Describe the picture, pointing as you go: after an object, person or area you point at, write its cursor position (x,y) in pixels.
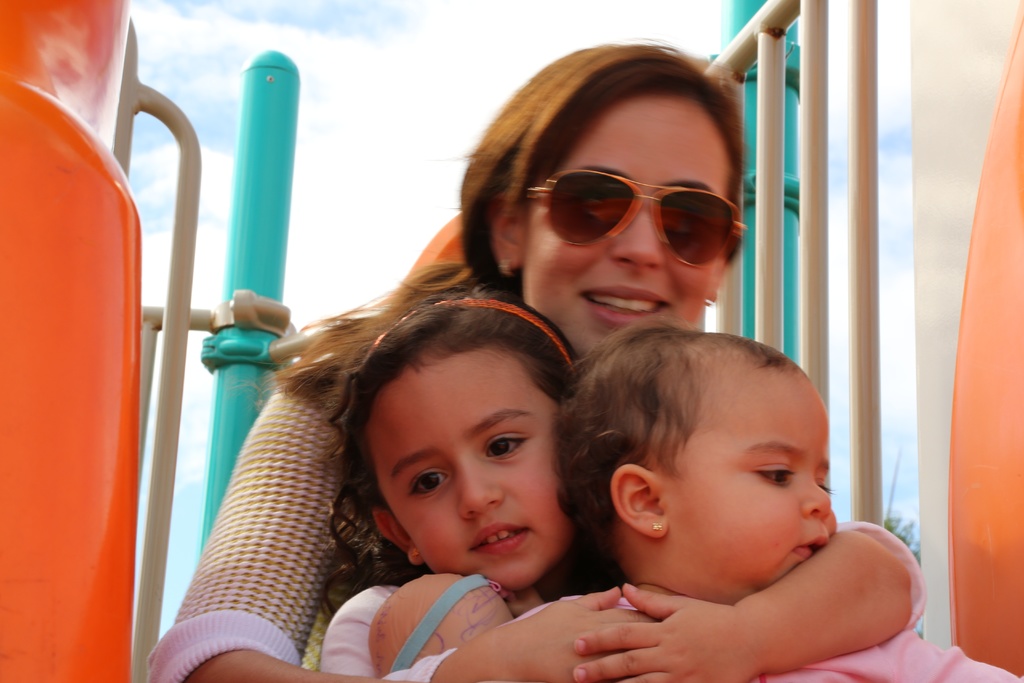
In this picture we can see a woman (645,290) and two kids (671,382), a woman (647,305) wore goggles (634,202), there is the sky (460,102) at the top of the picture (462,104).
